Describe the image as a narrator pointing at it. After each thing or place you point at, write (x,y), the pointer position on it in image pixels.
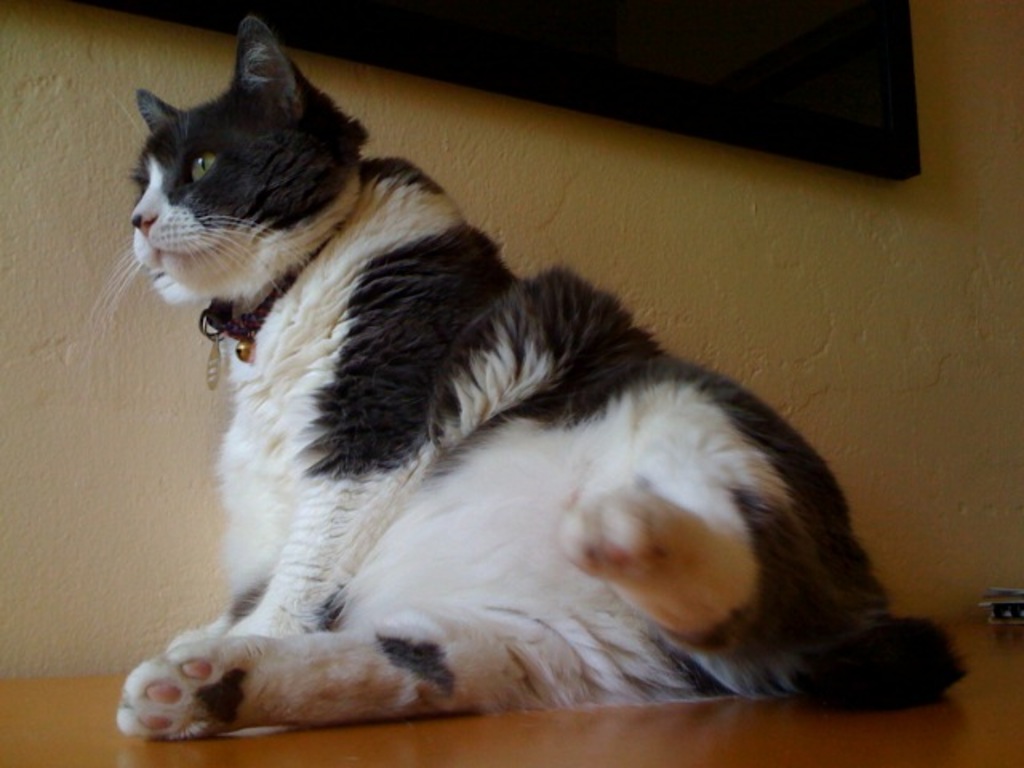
In the middle of the picture (571,387), we see a cat (587,340). It is in white and black color. At the bottom (517,717), it is in brown color and it might be a table (401,742). On the right side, we see the objects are placed on the table (679,721). In the background (758,324), we see a wall (765,266) on which a photo frame (793,123) or a black color object (688,47) is placed.
